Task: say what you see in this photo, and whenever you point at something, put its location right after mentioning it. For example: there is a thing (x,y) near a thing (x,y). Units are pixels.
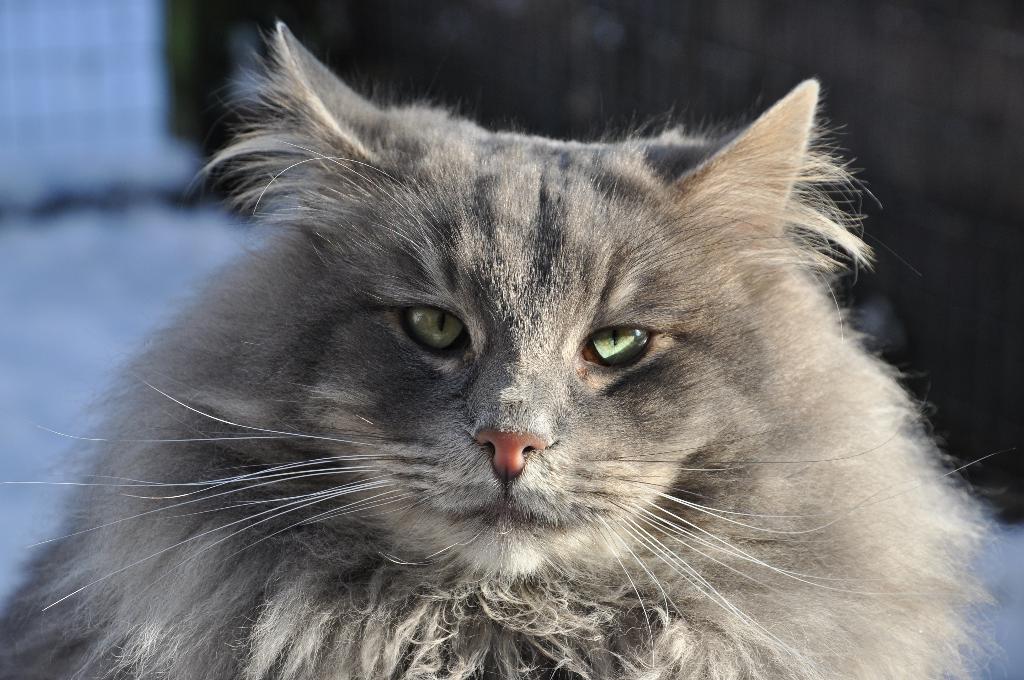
In this image we can see a cat (591,385).
